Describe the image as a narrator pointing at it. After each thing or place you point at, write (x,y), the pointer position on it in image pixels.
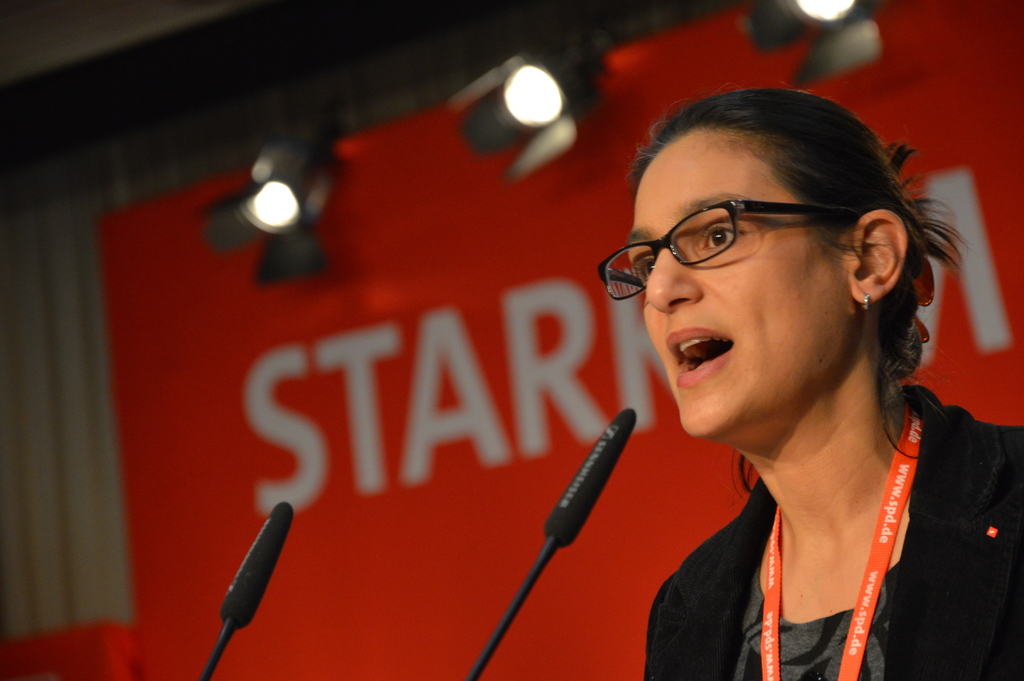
At the bottom of the image (589,465) we can see two microphones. In the bottom right corner of the image (754,507) a woman (845,392) is standing and talking. Behind her we can see a banner (903,44) and lights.
